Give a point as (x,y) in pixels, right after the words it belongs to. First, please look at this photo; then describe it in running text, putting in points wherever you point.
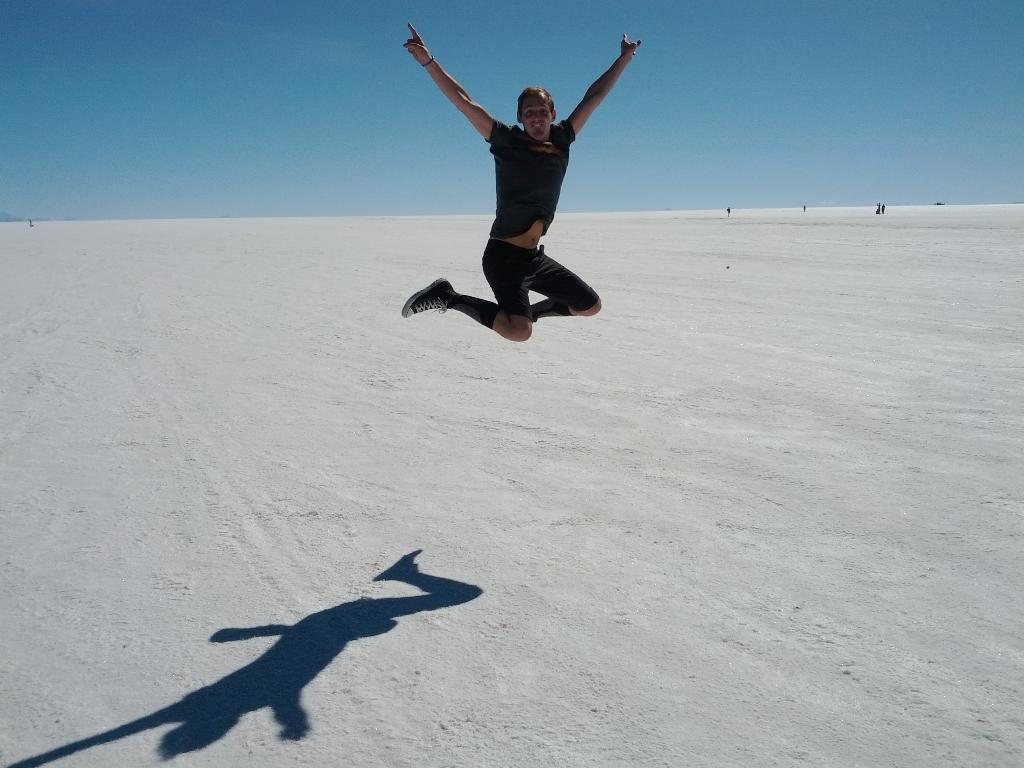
In this image, we can see a man (503,293) in the air, we can see the shadow (263,701) of that man (518,191) on the ground (302,566), at the top (110,37) we can see the blue sky (205,92).
